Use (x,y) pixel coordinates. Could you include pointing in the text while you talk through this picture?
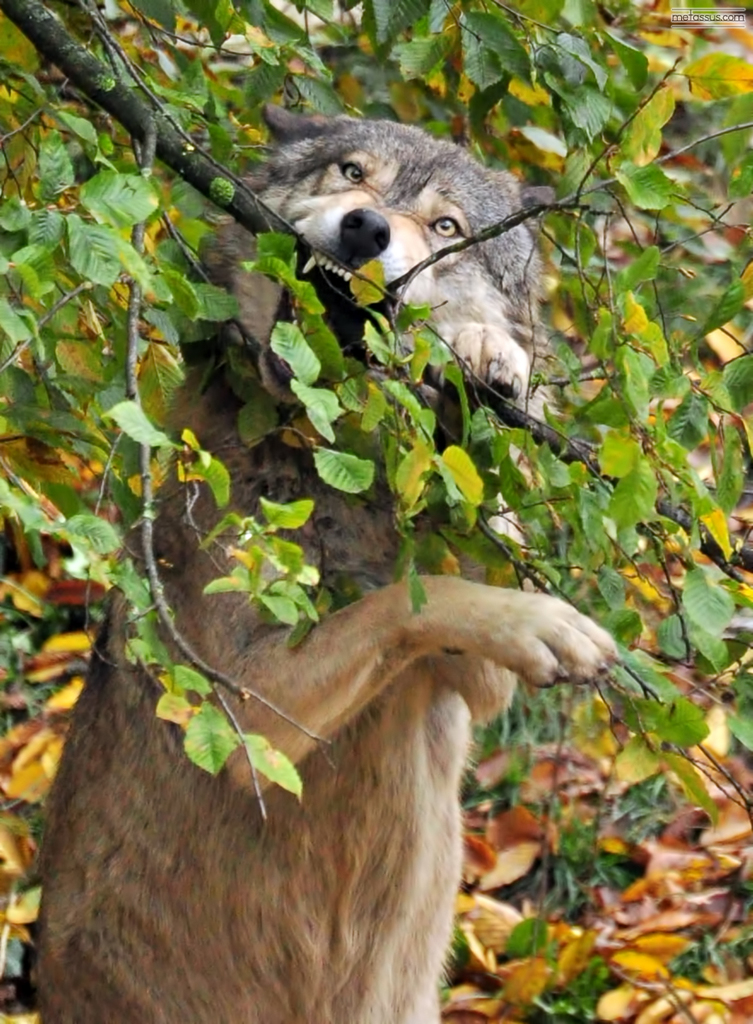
In this image there is a wolf (249,273) biting a stem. In the background (186,96) there are leaves (701,569).
